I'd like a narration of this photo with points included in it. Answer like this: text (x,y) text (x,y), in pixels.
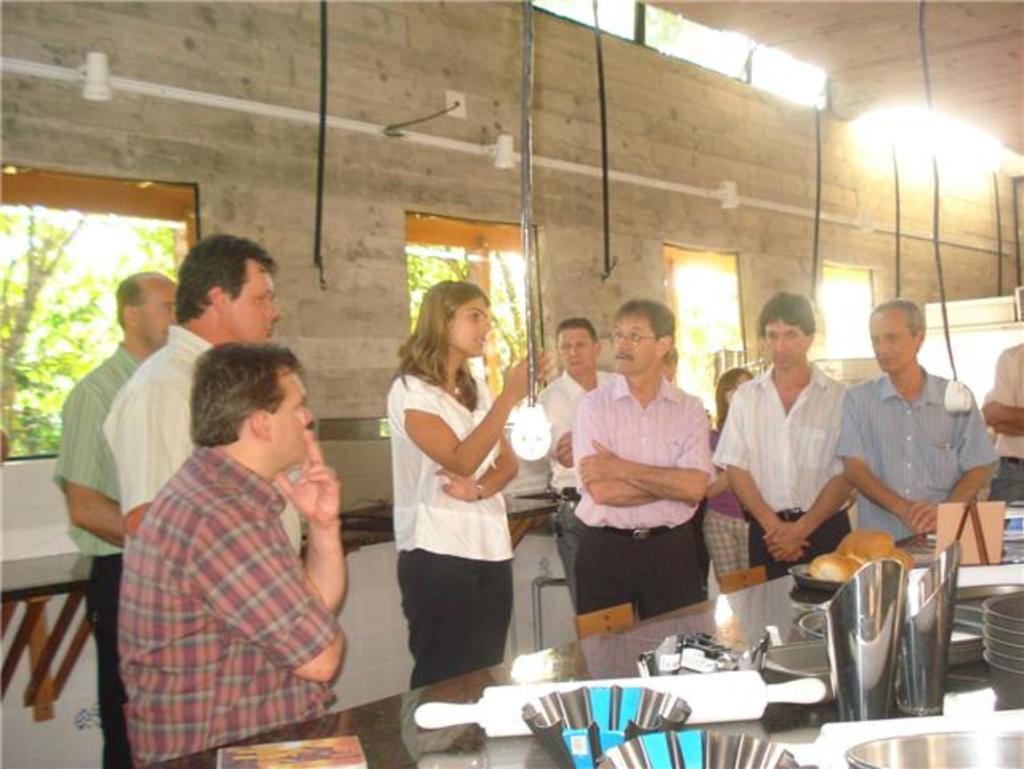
In this picture we see a group of people (164,581) and one person (199,723) is seated and a woman (436,440) speaking and we see a table (336,723) on the table (365,737) we see some jars (891,642) and bowls (605,722).
